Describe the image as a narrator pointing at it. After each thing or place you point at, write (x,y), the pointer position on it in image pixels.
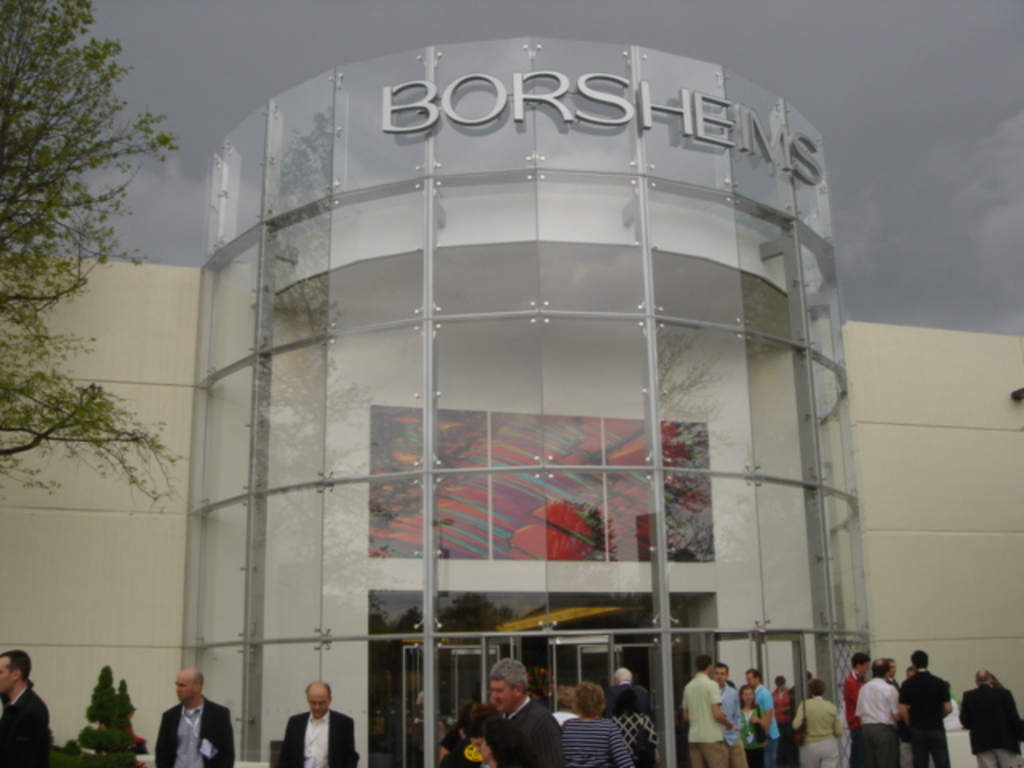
In this image I can see the group of people (490,719) with different color dresses (592,744). Behind these people (354,739) I can see the tree (70,454), building (424,360) and the cloudy sky (237,125).
